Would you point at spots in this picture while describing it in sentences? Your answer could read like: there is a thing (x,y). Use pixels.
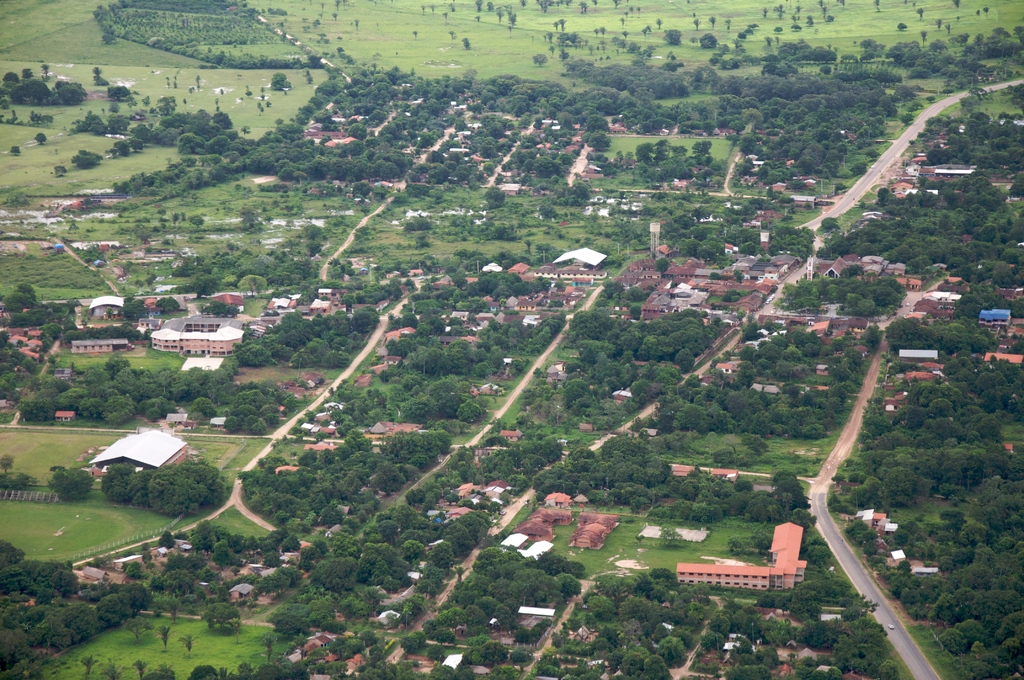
This is an aerial view of an image where we can see the roads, buildings (184,420), trees (422,546) and the grasslands (161,155).
